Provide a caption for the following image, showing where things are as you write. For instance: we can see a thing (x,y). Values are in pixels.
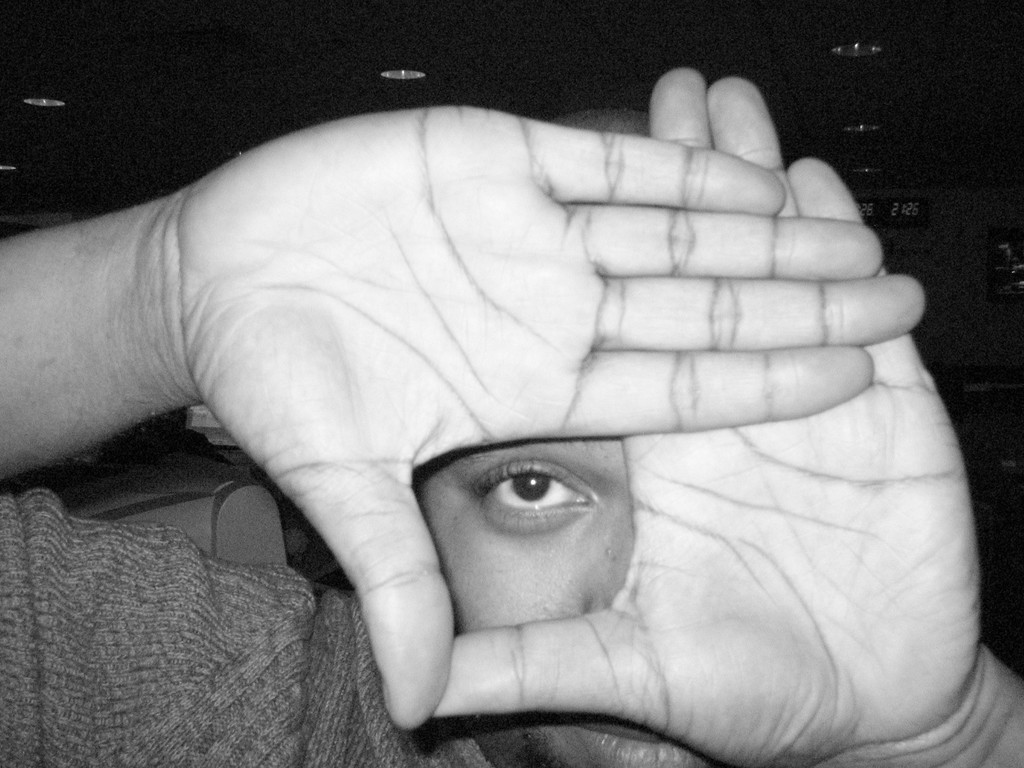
In this image I can see the person (262,666) wearing the dress (262,697). In the background (880,221) I can see the boards (894,225) and the lights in the top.
